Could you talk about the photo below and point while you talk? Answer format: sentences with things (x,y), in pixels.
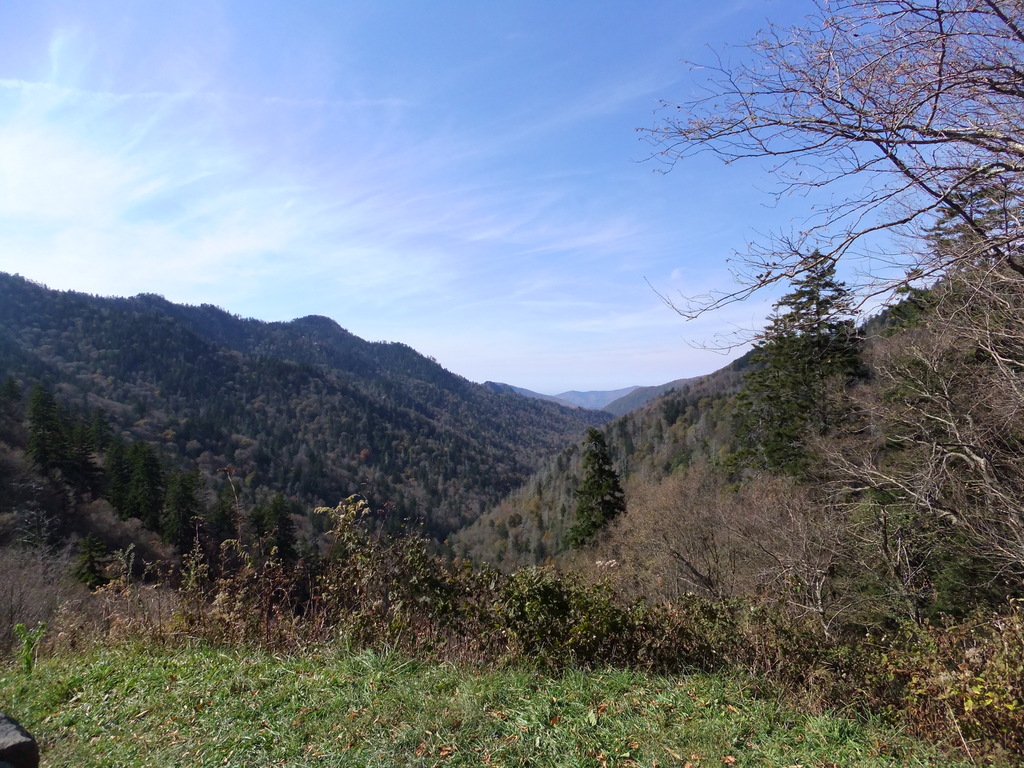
In this image I see the plants (600,663) in the front (966,718). In the background (164,486) I see lot of trees (966,278), mountains (308,407) and the sky (137,37).
